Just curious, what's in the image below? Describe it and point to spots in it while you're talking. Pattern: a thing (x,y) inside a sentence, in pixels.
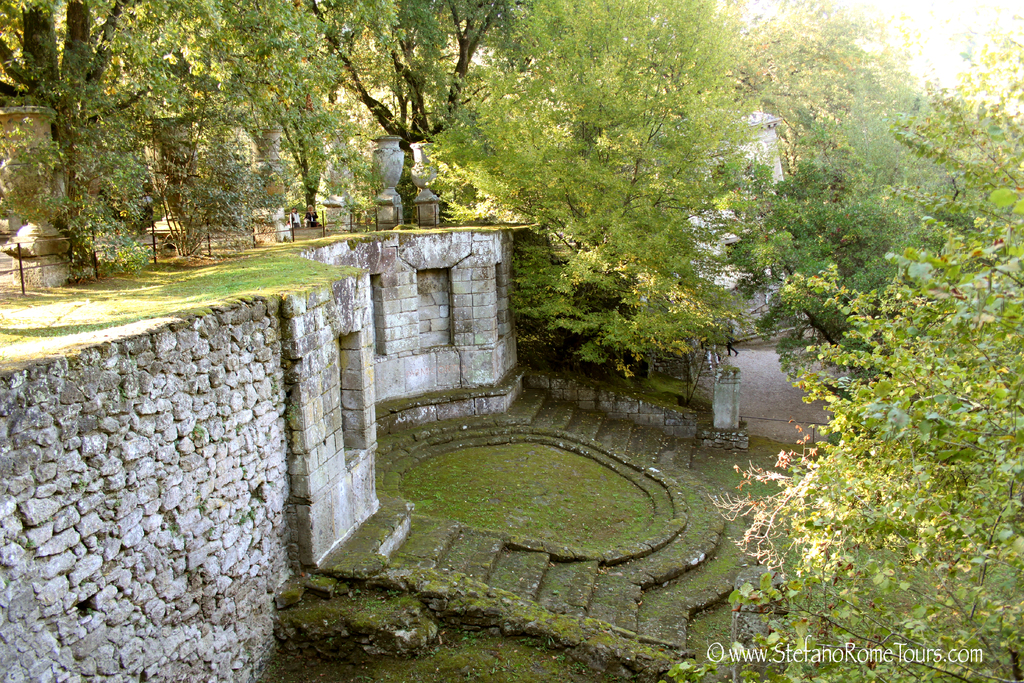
In this image we can see trees (813,294), wall (449,338), grass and other objects (729,267). In the background of the image (910,60) there is the sky (930,59). At the bottom of the image (524,635) there are rocks (524,635), algae (371,603) and other objects (604,603).
